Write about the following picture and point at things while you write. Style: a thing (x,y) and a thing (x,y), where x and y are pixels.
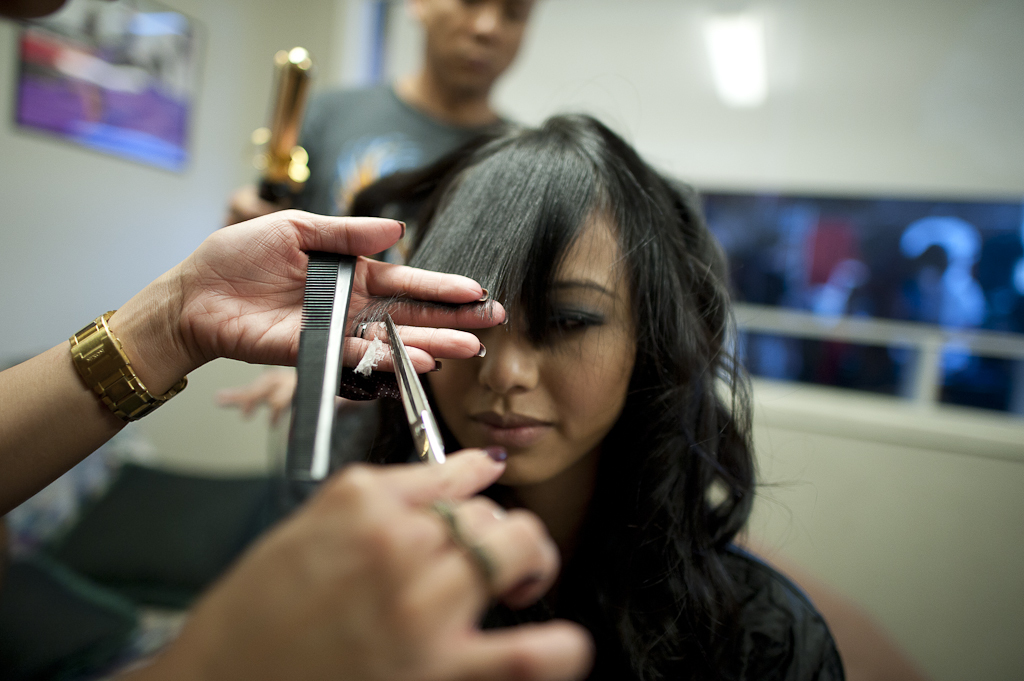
In this image we can see the hands (388,495) of a person (430,517) holding a comb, hair (697,420) and a scissor (419,415). We can also see a woman (607,505) sitting in front of her. On the backside (345,173) we can see a man (361,147) holding a device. We can also see a light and a frame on a wall (178,181).
